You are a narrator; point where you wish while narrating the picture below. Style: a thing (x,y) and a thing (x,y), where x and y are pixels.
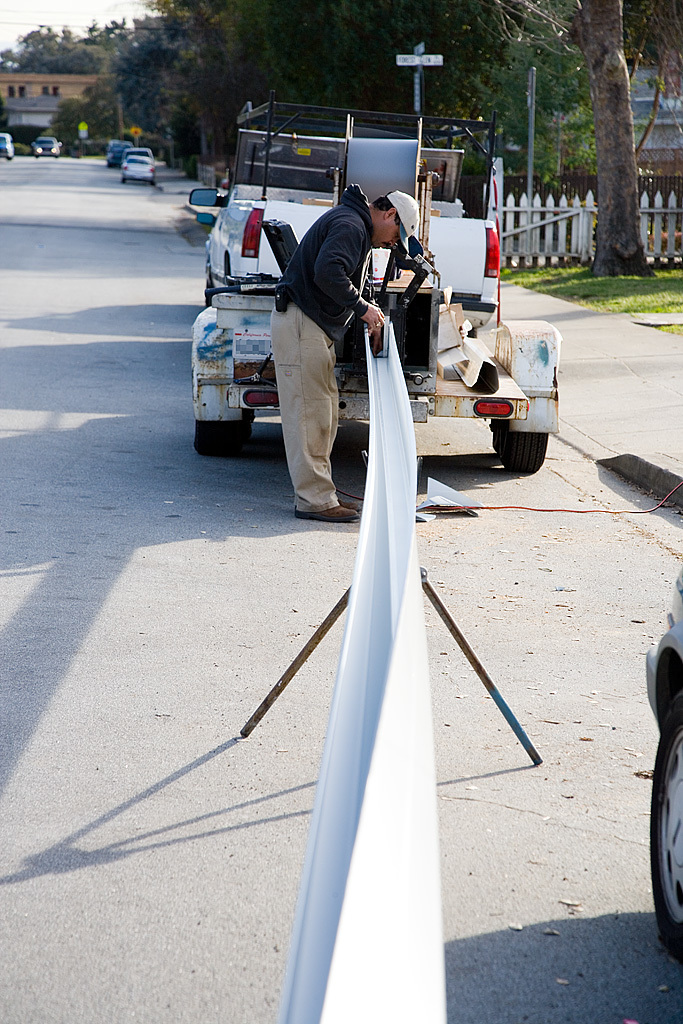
As we can see in the image there is a person (318,385) wearing black color dress (363,215), vehicle (510,340), fence (509,223), trees (510,139) and in the background (58,95) there is a building (84,86).
